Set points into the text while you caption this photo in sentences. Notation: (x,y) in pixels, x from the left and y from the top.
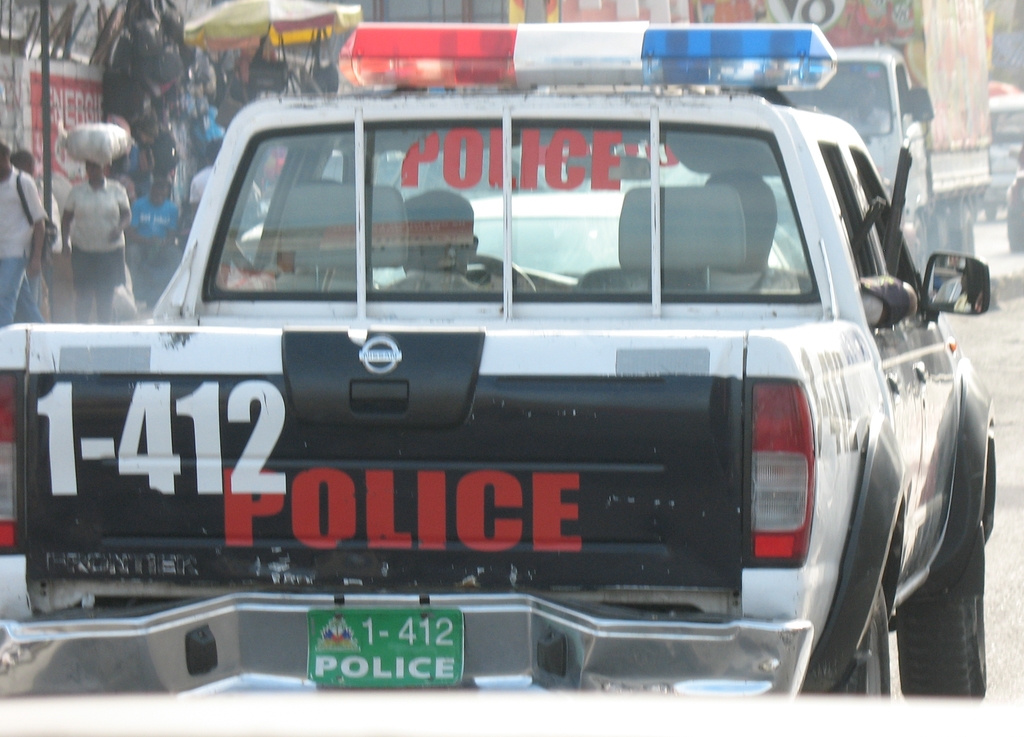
In the center of the image (517,488) we can see a car (559,502) on the road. In the background (41,208) there are persons (18,211), vehicles (873,69) and road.
